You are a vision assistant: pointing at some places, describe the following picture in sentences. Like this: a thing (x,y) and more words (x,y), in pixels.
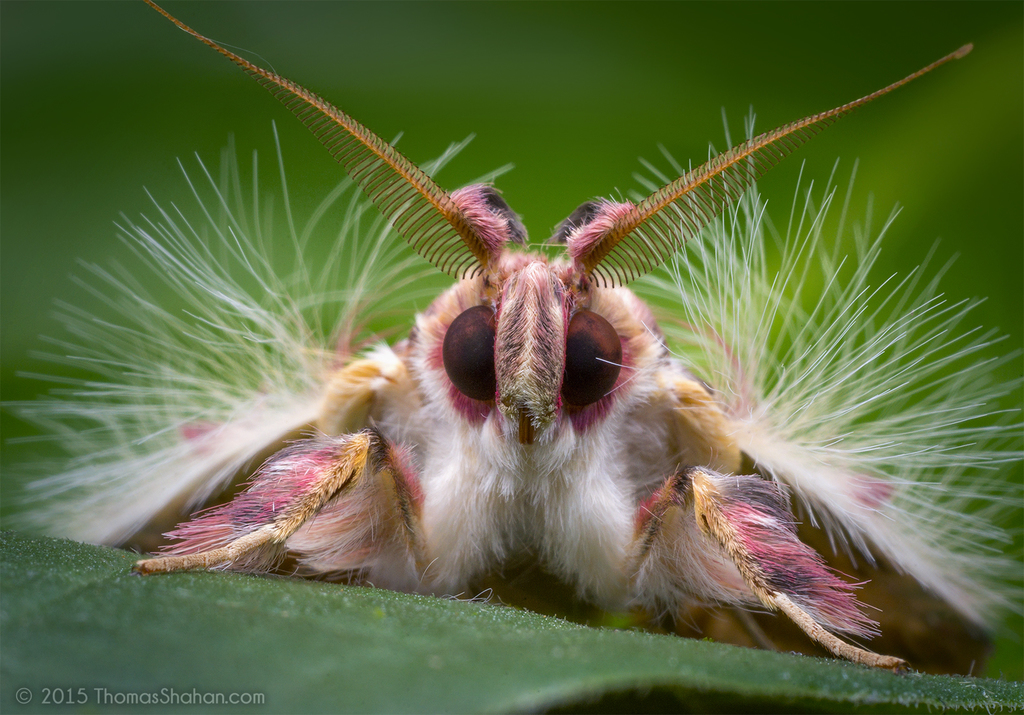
In this image there is an insect (421,411) on a leaf (113,685), at the bottom of the image (163,693) there is some text (244,696).
